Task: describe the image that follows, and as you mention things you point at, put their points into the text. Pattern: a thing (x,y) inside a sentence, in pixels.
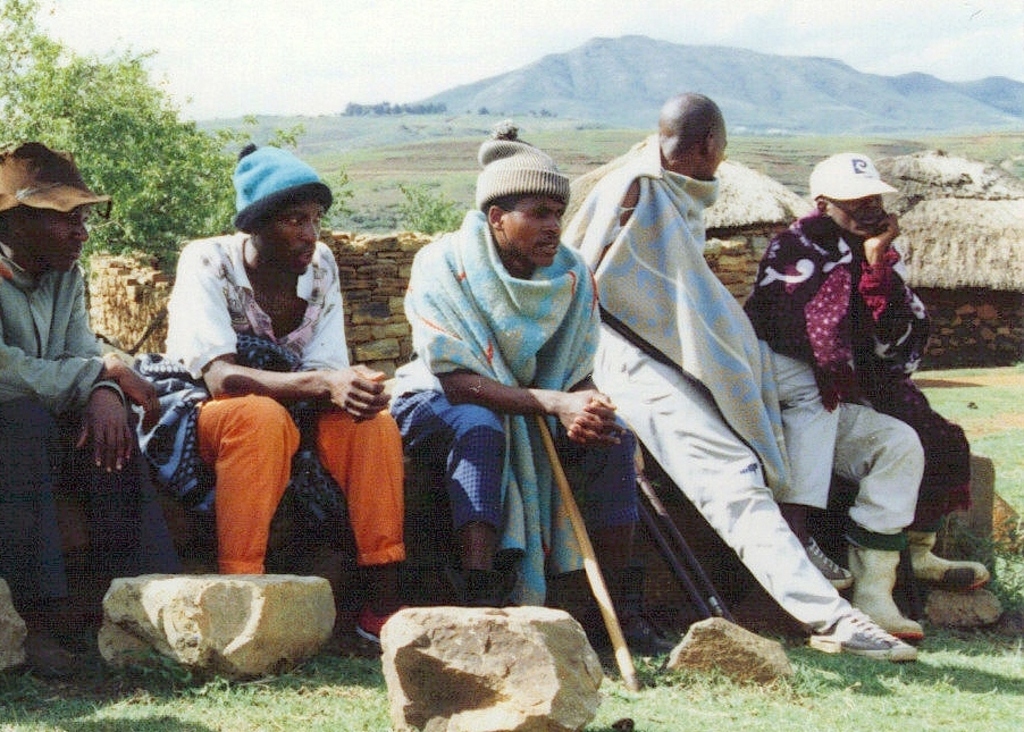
In this image I can see group of people (590,317) sitting. The person (293,274) in front (372,459) wearing white shirt (325,312), orange color pant (367,446), I can also see few stones (265,632), in front (510,361) the person (521,368) is holding a sticks (571,503). Background (791,32) I can see mountains (614,71), plants (152,176) in green color and sky (388,95) is in white color.
